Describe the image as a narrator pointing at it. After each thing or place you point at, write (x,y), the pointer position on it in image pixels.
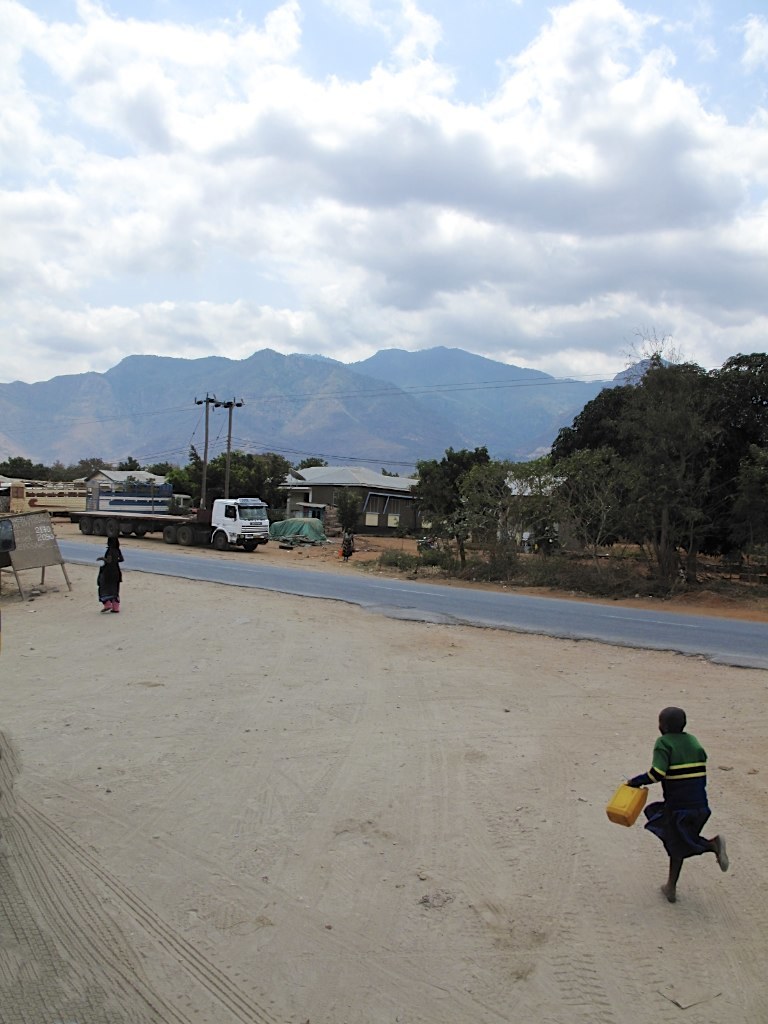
In this image we can see a group of people (680,844) standing on the ground (450,775). One person (666,844) is holding a container (643,798). To the left side (55,558), we can see a board (45,551) placed on the ground (154,652). In the center of the image (262,514) we can see a vehicle (220,541) parked on the ground (210,546), a group of trees (265,497), buildings (404,485) and poles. In the background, we can see mountains (346,383) and the cloudy sky (322,208).
